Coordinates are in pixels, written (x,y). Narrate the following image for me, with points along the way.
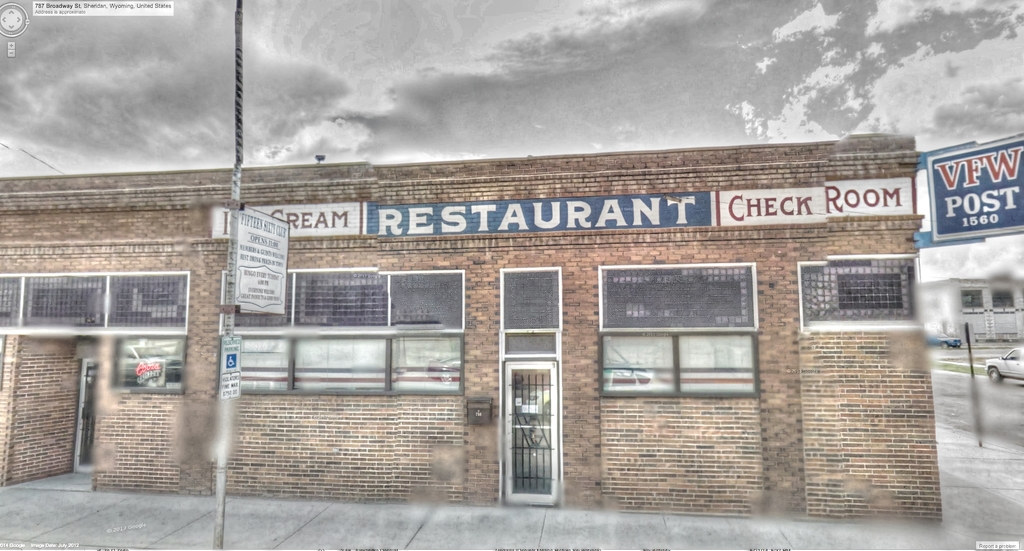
In this picture we can see an old restaurant (355,255) and the building (697,292) is made of bricks (658,433). On the right side of the picture (957,376) we can see a car (955,341) moving on the road (1004,422) and on the top of the building (421,165) we have the sky (438,116) which is very gloomy.
